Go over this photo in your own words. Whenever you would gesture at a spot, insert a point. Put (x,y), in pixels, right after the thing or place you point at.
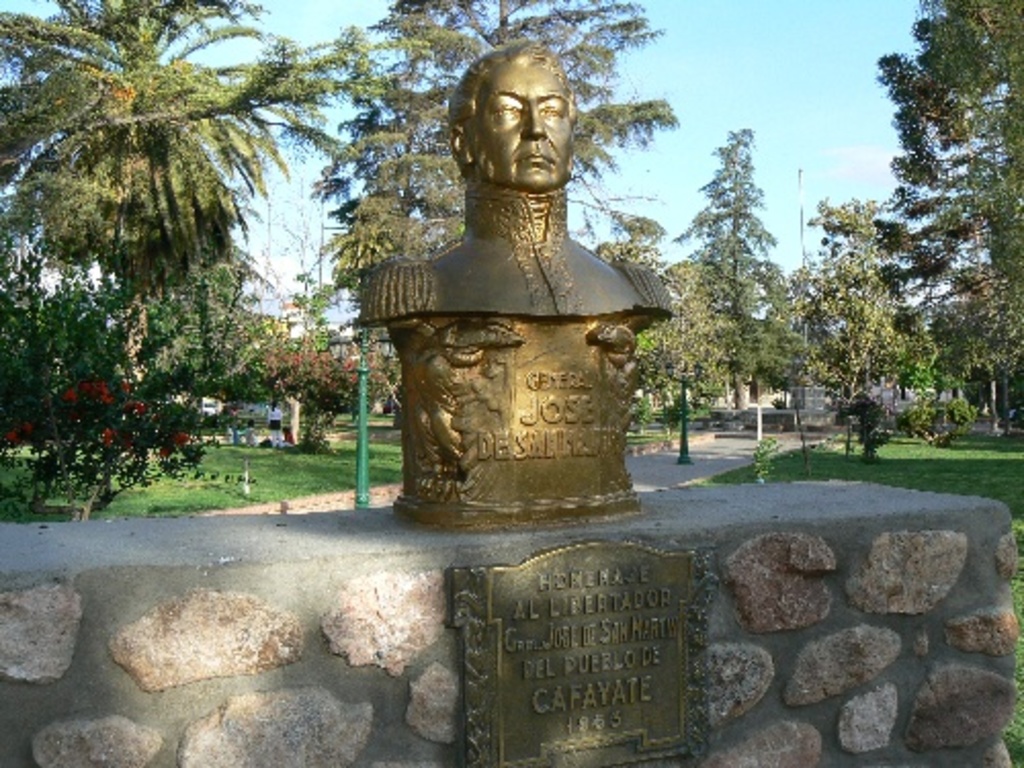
In front of the image there is a sculpture (484,298) on the rock wall (394,637) with some text (522,657) on it, behind that there is a pavement (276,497), behind the pavement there are a few people (274,438) on the surface (299,446). In the background of the image (294,432) there are metal rods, trees (305,425) and buildings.
